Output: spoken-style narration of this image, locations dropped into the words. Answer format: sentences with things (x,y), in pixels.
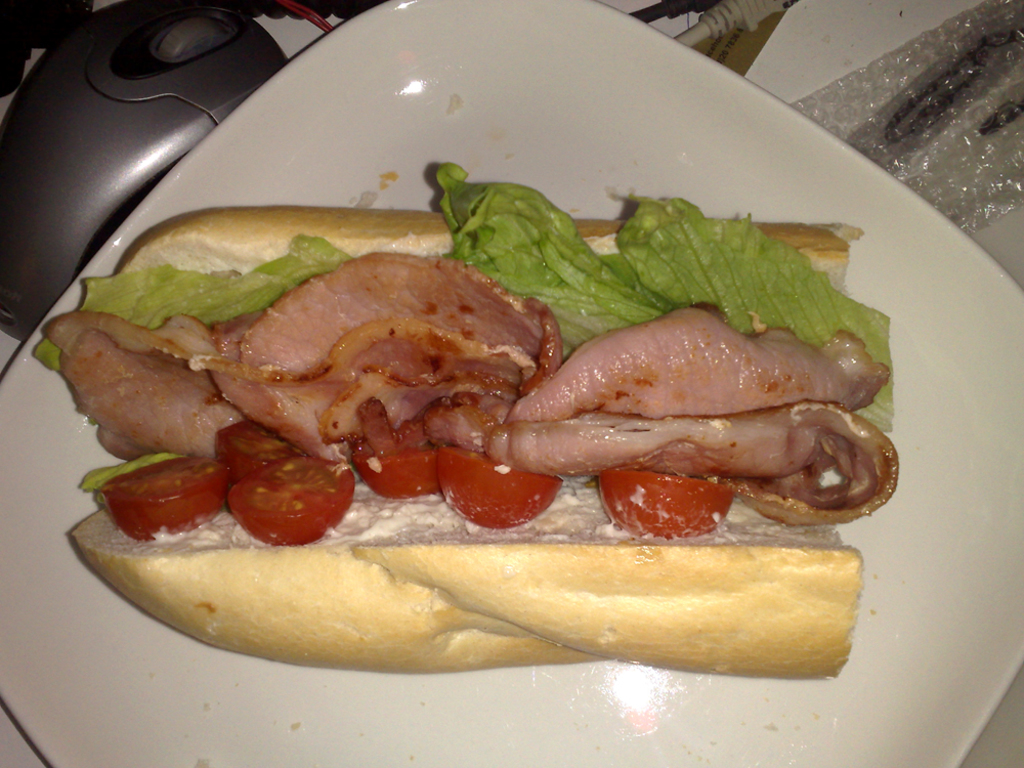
In this picture I can observe some food (423,360) placed in the plate (351,762). I can observe meat (272,394) in the plate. In the top left side (113,135) I can observe mouse (144,52).
